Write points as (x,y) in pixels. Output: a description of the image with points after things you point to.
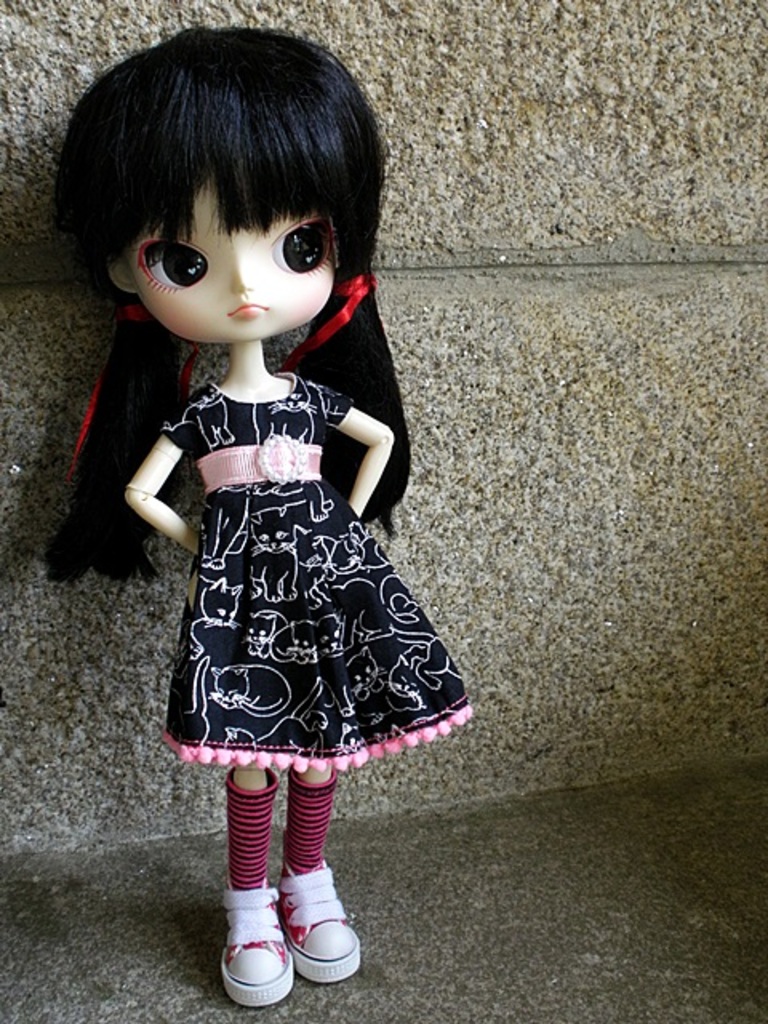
In this image, I can see a doll (300,707) standing. This doll (304,479) wore a black frock (277,669), socks (260,846) and shoes (317,938). This is the wall (558,393).
